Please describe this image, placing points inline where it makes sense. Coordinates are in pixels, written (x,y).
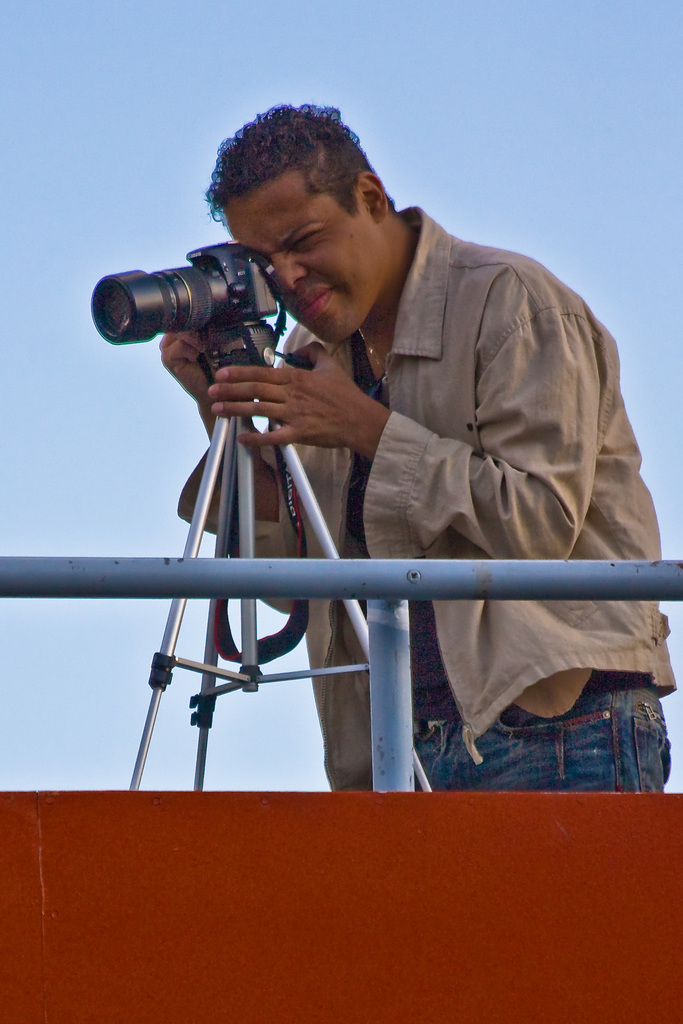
In this image we can see a man (402,400) who is standing beside the camera (218,295). He is holding and looking at a camera (139,307). On the top (156,81) we can see a clear sky (550,74). On the bottom (384,864) there is a maroon wall (399,893) with a fencing (400,614).
